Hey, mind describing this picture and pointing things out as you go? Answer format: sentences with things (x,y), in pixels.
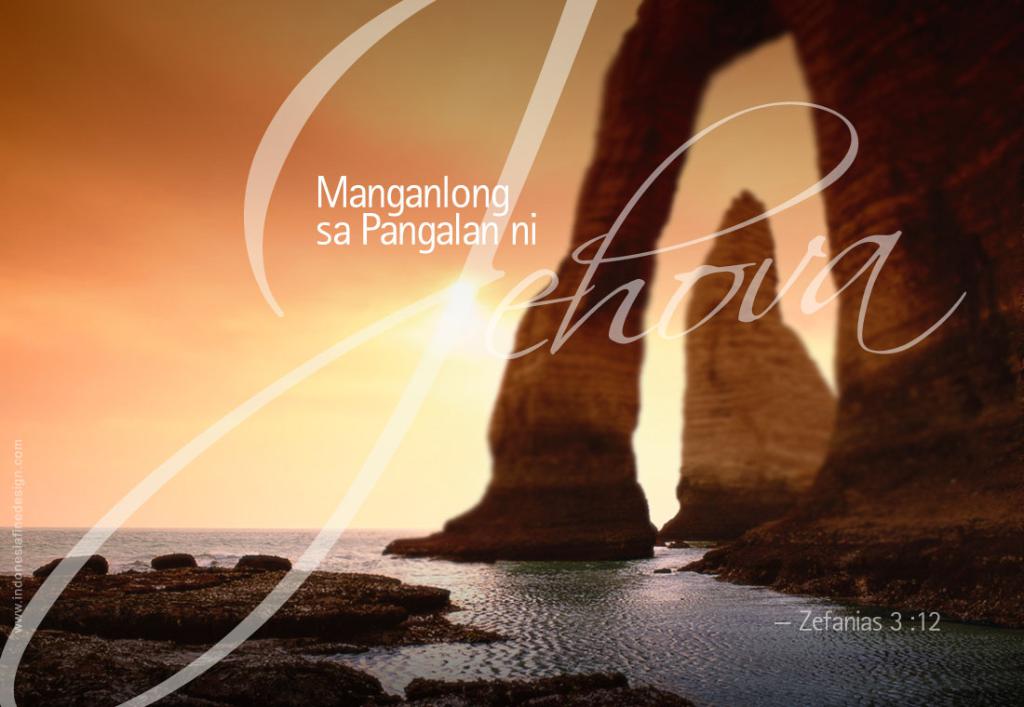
In this picture I can see the water (540,583) at the bottom (542,633), on the right side (918,53) those look like the stones (926,62), in the middle (632,256) I can see some text (284,385), I can see the watermarks (803,613) on either side of this image. At the top (269,199) there is the sky (181,336).
